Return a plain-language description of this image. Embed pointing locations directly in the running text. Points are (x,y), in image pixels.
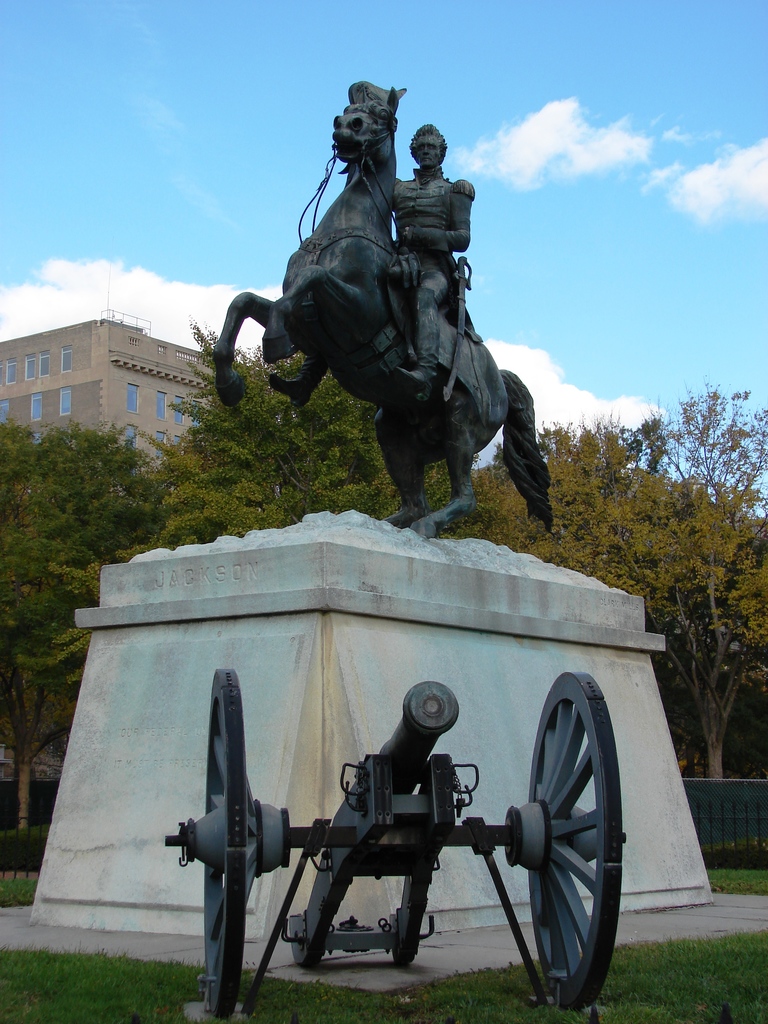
In this image we can see a statue (340,282) of a person (397,188) and the horse (416,490). Behind the statue (439,446) we can see a fencing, building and a group of trees (266,485). At the bottom (196,857) we can see the grass (155,1018) and the cannon (395,925). At the top (199,172) we can see the sky (274,184).
